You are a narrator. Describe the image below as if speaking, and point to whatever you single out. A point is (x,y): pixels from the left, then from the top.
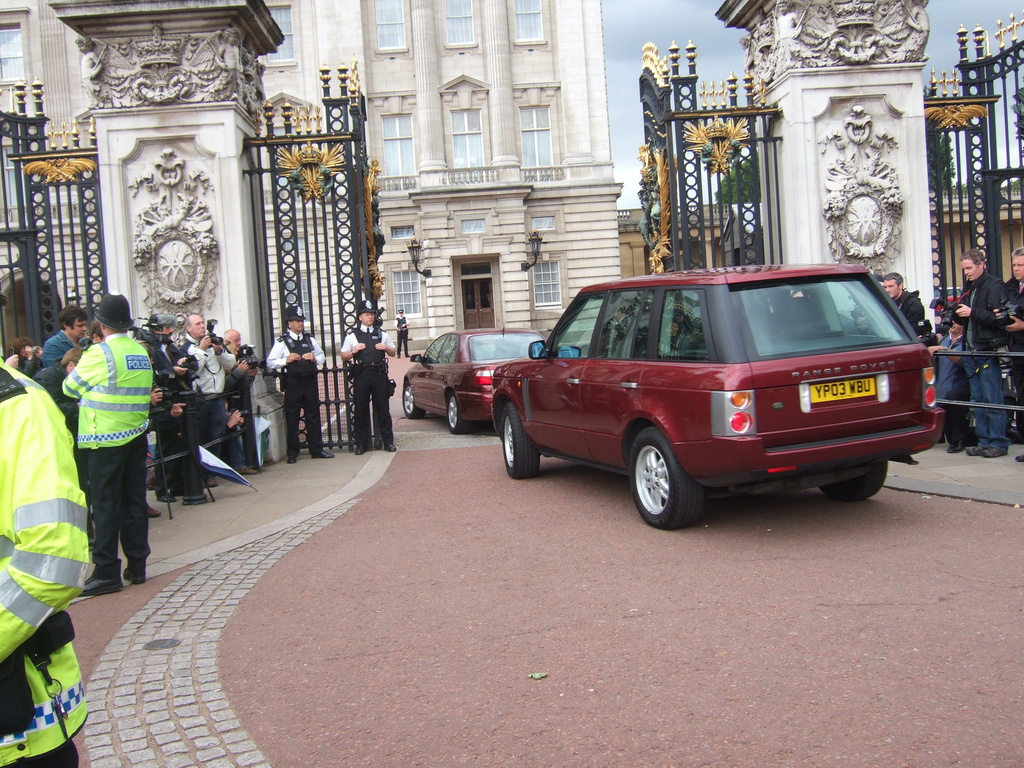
In this picture we can see vehicles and people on the ground (656,614) and in the background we can see a building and the sky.
